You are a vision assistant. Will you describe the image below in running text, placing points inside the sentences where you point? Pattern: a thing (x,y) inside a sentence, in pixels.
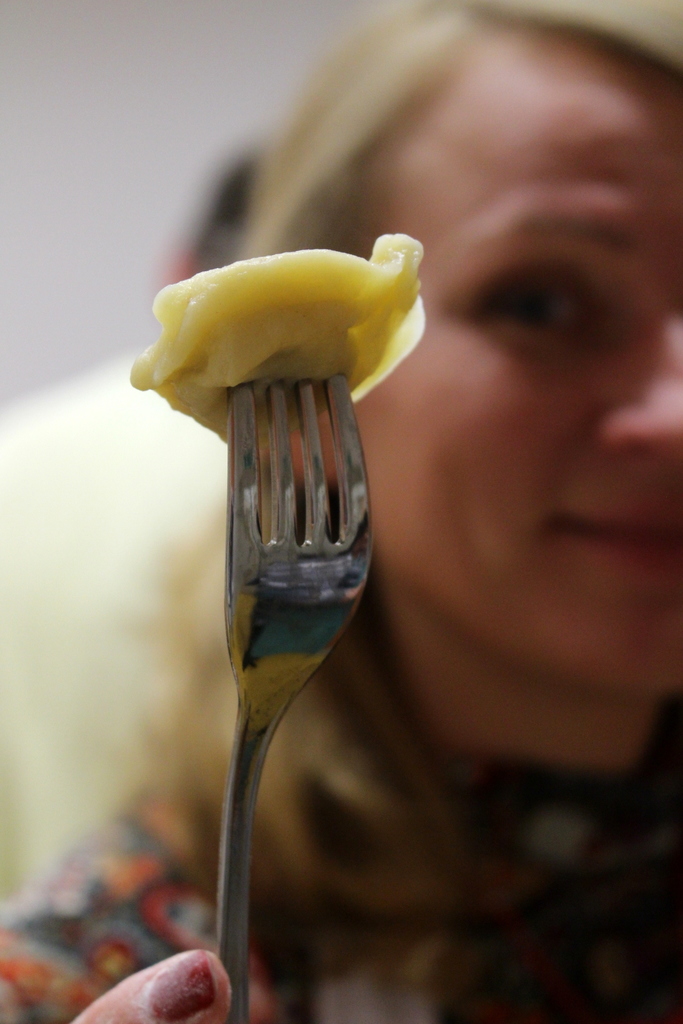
In this image there is a lady (467,951) holding food item (342,292) with help of fork (233,451), behind her there is another man (222,469).
